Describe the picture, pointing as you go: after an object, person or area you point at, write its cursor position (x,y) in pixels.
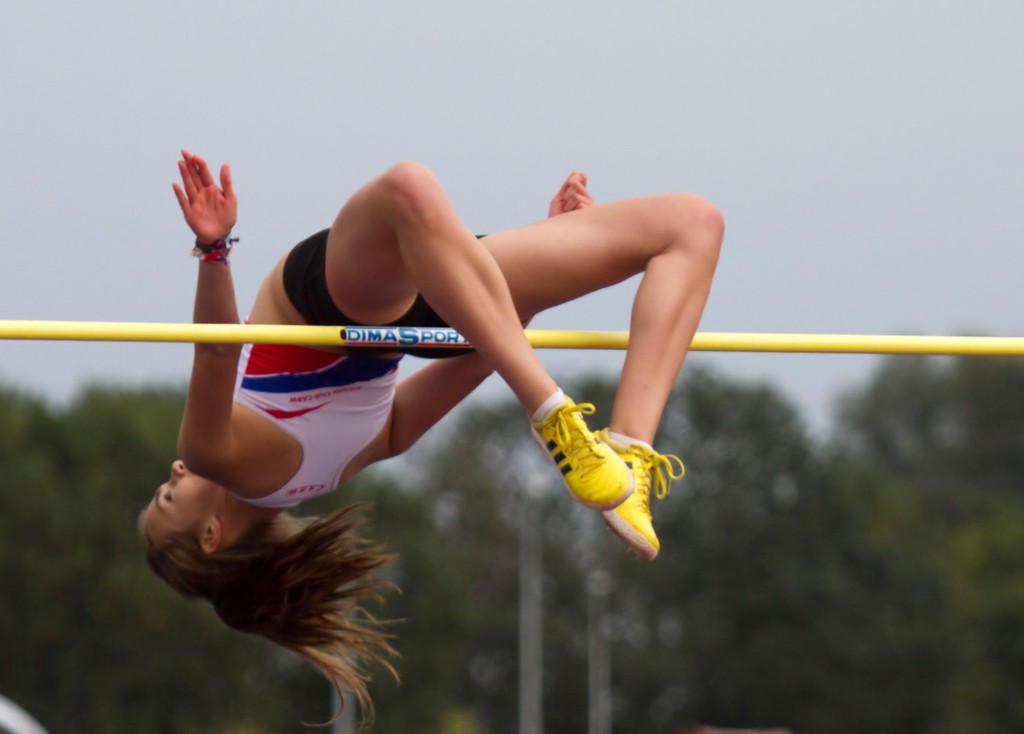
In this image I can see a woman (374,407) in the air. Here I can see a yellow color rod (318,330) which has something written on it. The background of the image (537,552) is blurred. In the background (568,512) I can see trees (430,575) and the sky (591,153).
